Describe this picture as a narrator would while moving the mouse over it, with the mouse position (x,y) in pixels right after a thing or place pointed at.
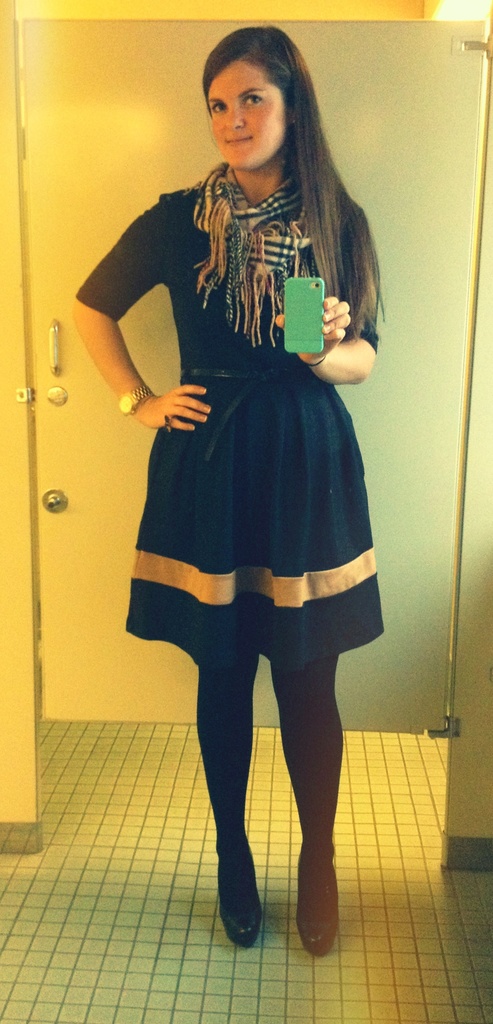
In the picture we can see a woman (213,511) standing on the floor (383,906) and keeping her hand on a hip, she is wearing a black dress (334,438) and holding a mobile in the hand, which is green in color and behind her we can see a door (36,354) which is white in color and a handle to it.
